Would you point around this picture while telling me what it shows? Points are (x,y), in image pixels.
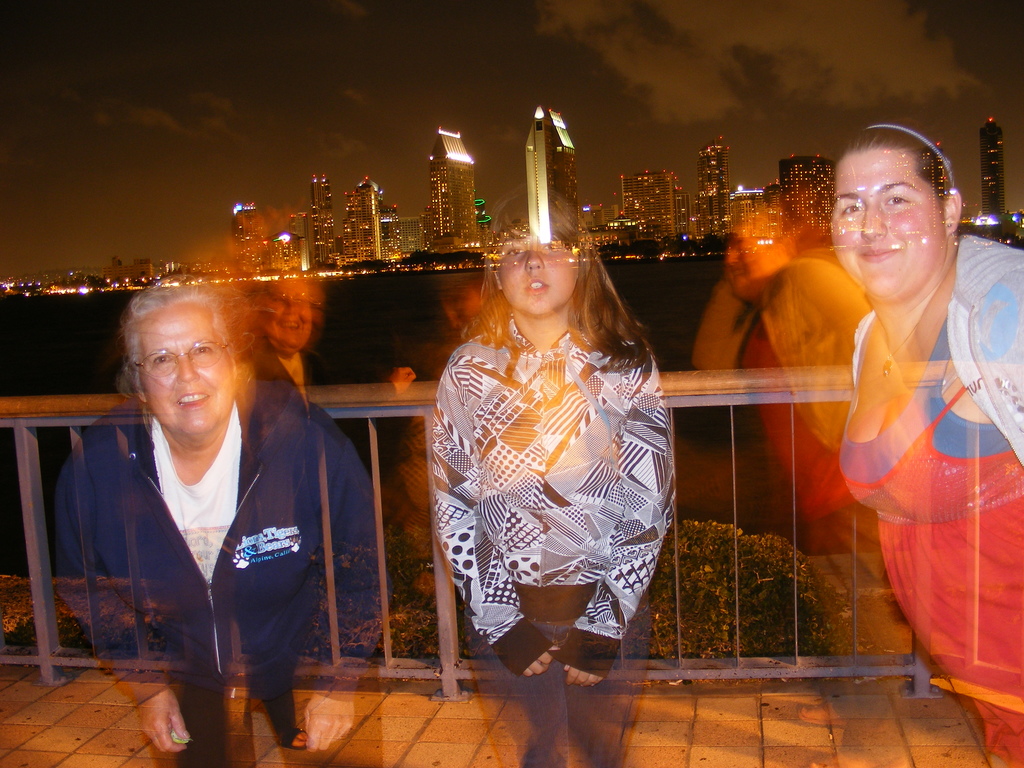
In this image there is a railing (478,671) in the middle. Near the railing (738,677) there are some persons (475,385). In the background (305,220) there are tall buildings (720,175) with the lights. At the top (521,166) there is the sky (293,24).
